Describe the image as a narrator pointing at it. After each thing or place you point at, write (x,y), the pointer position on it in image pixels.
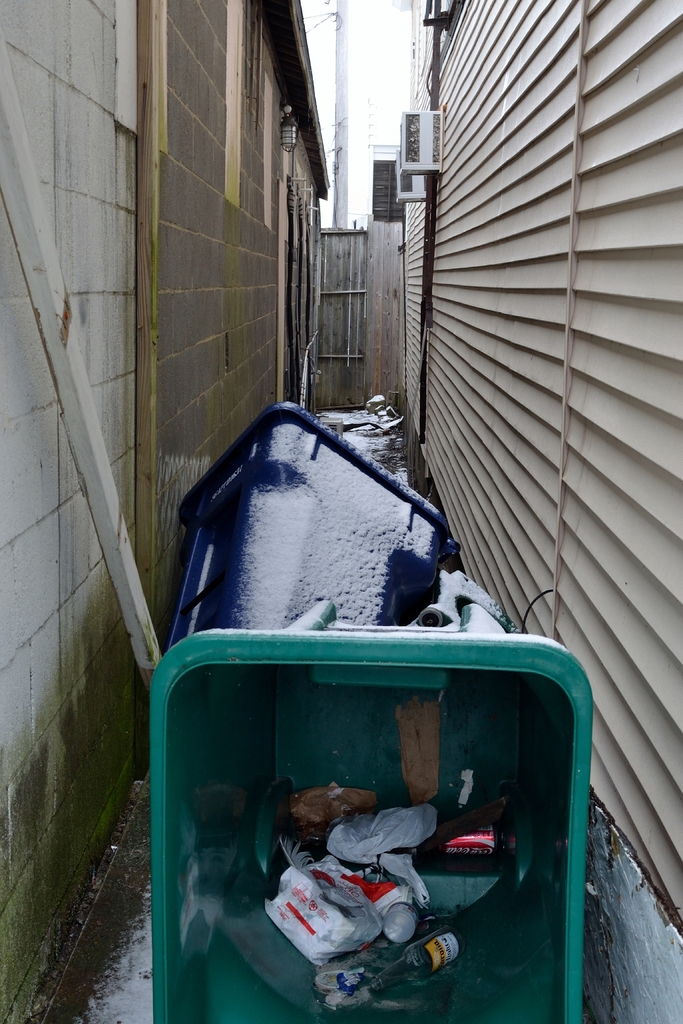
In this picture there are dustbins (305,555) and there is garbage (342,858) in the dustbin (386,1009) and there are buildings (486,386). At the back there is a pole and there are air conditioners (399,159) on the wall (500,153). At the bottom (105,967) there is water (131,937). At the top (374,109) there is sky (355,27).
